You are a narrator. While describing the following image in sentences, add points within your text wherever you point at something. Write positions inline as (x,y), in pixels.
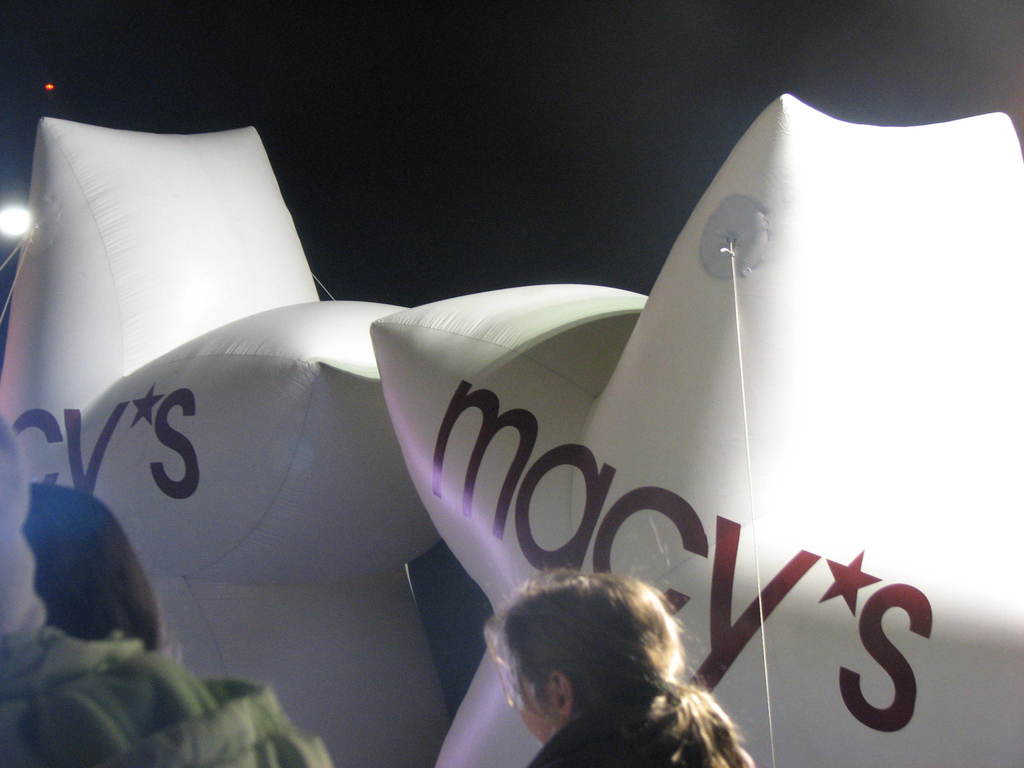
In this image there are women (577,698) towards the bottom of the image (558,700), there is a rope (760,597) towards the bottom of the image (770,697), there are objects (324,398), there is text (441,441) on the objects (384,483), there are lights (27,224), there is a light (9,216) towards the left of the image (16,233), the background of the image (469,141) is dark, there is an object (9,548) towards the left of the image (15,561).
